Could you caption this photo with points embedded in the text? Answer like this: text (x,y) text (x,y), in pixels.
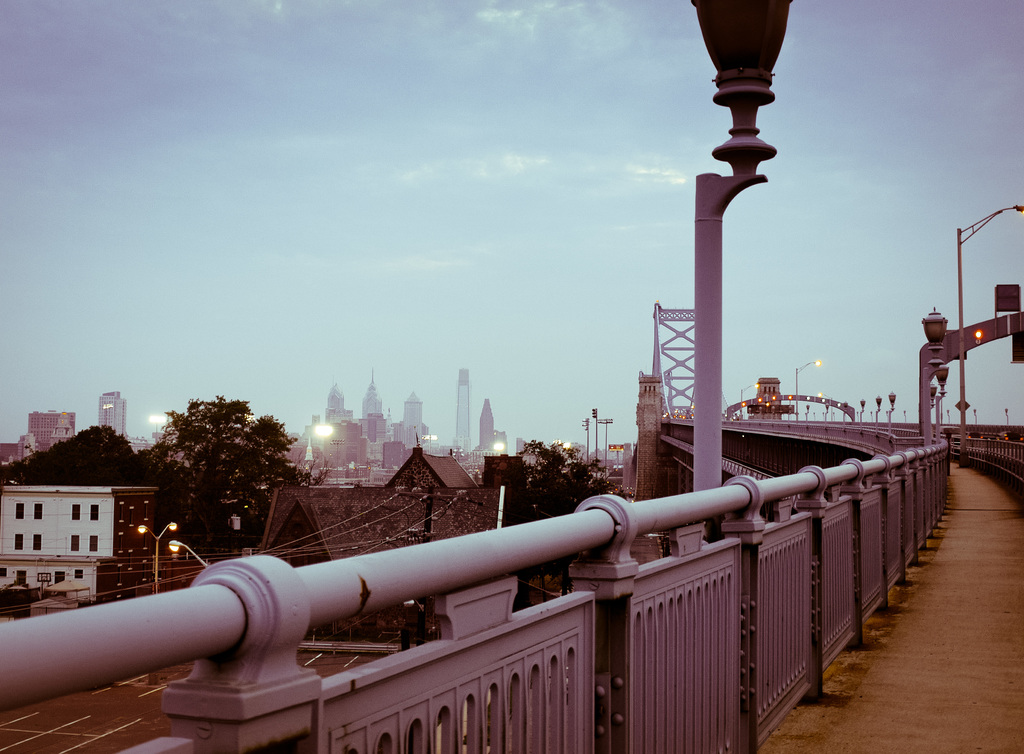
In this image we can see many buildings (465,452). There are few trees (181,481) in the image. There are many lights (742,394) in the image. There is a bridge (702,571) in the image. We can see the sky (542,419) in the image.
